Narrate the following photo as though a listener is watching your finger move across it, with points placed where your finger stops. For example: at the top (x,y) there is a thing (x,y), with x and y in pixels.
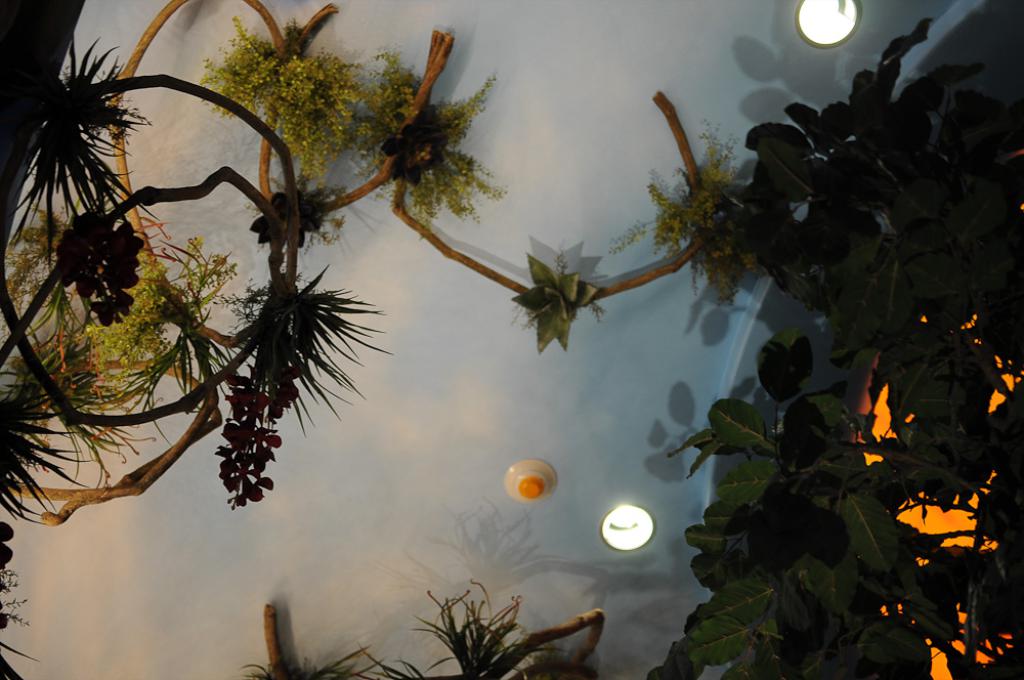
In this image we can see group of plants (182,323) and some lights (612,531).
